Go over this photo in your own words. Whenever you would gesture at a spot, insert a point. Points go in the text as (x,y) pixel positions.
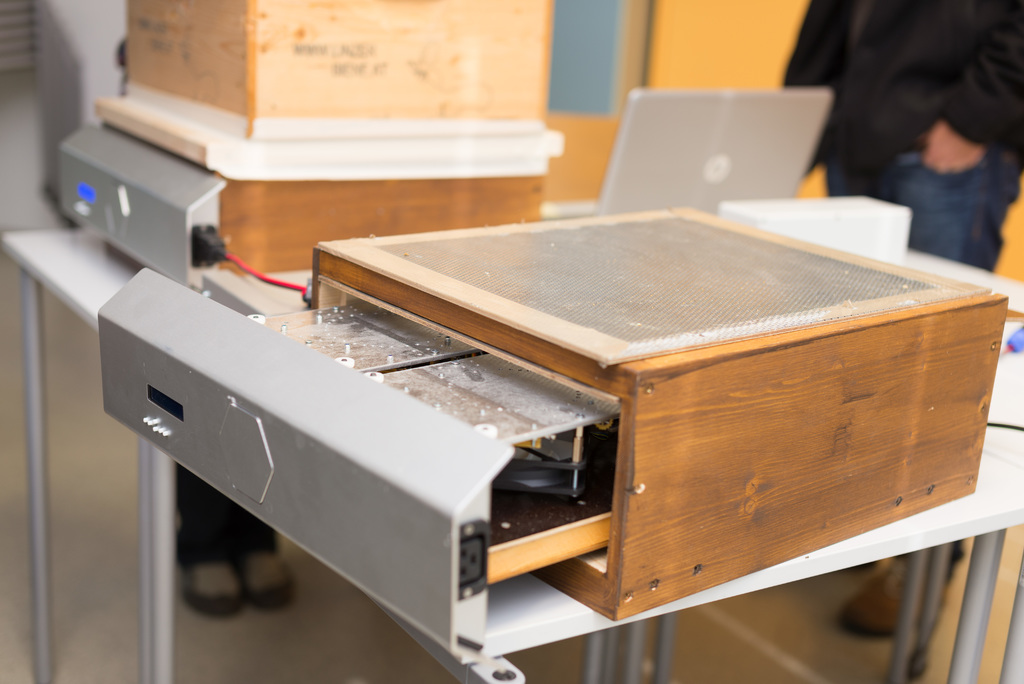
In this image at the bottom (147,478) there is a table (1015,518), on the table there are some wooden boxes (591,304) and some objects (252,295), laptop (696,92). And in the background (933,143) there is one person (909,71) standing, and there is a window (606,82) and wall (768,17). At the bottom (842,660) there is floor (937,660).
